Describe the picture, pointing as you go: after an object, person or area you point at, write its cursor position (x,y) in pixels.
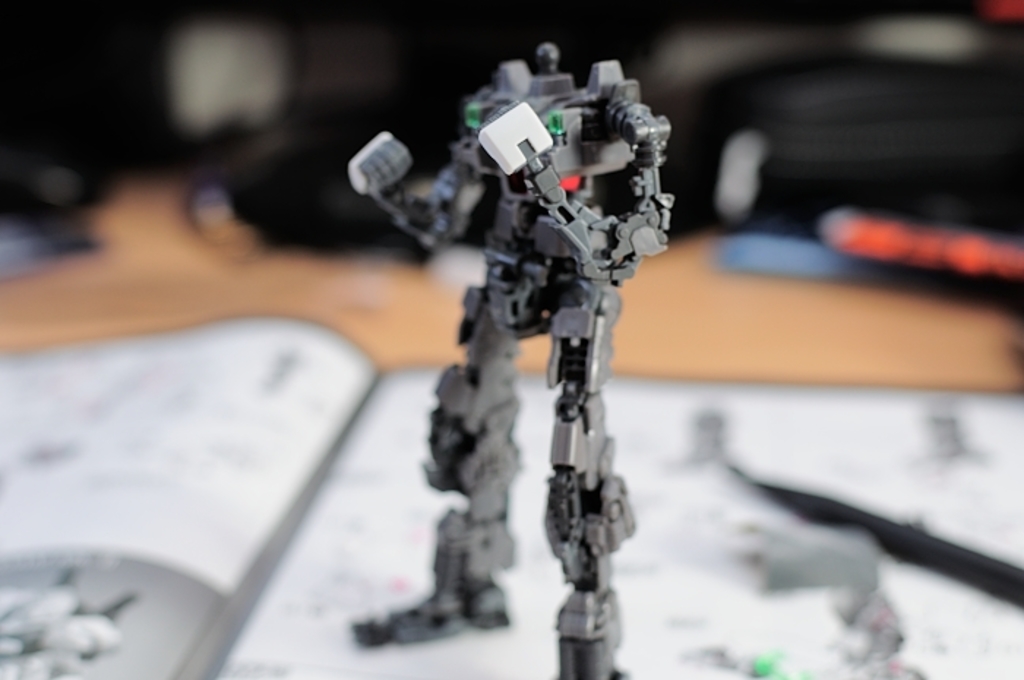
In this image I can see a black and white colour thing (385,628) over here. I can also see white colour object (520,473) in background (727,523) and I can see this image is little bit blurry from background (160,82).
